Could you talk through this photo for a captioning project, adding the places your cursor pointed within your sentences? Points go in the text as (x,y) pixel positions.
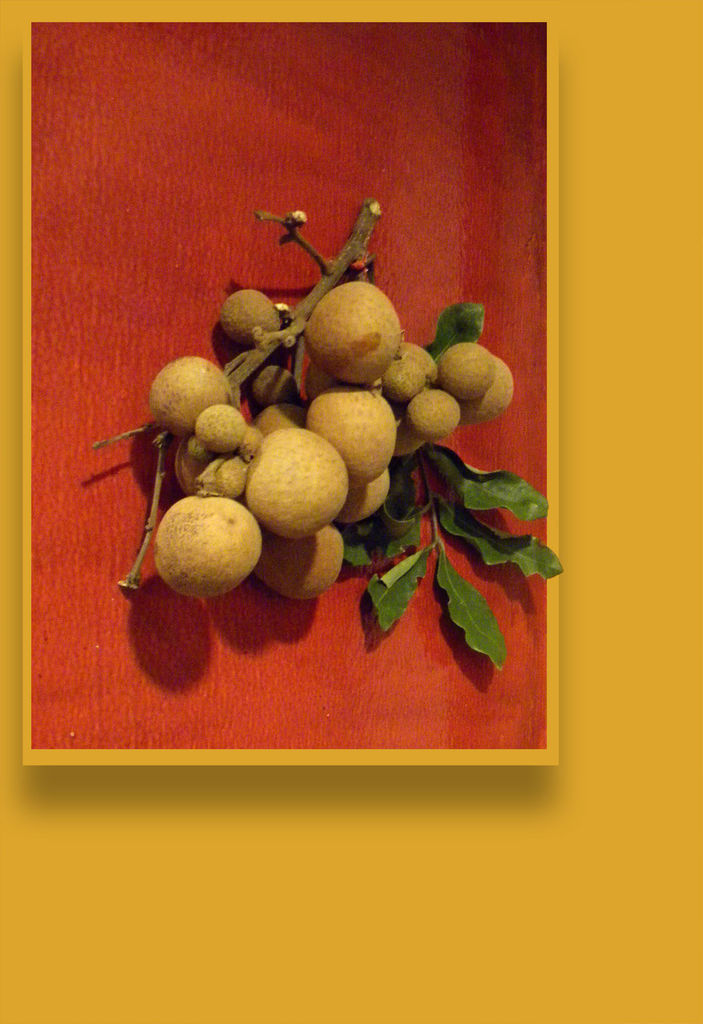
This is an edited image, in this image there are fruits (359,395) and leaves (389,591) on a red surface (167,675), in the background (3,141) there is a yellow surface (75,890).
